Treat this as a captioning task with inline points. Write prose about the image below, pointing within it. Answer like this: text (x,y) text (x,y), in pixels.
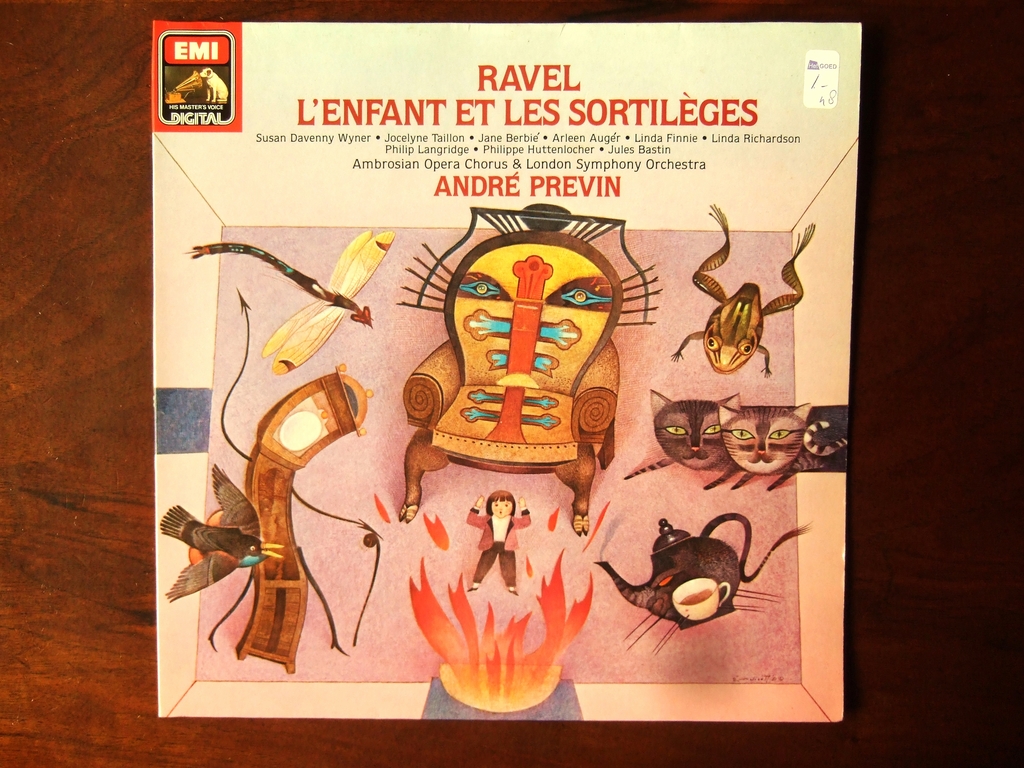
In this picture there is a poster (772,490) which is placed on the table (920,424). In that poster (765,341) I can see some animals (763,408) like a bird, fly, frog (679,353) and cats (823,457). In the center of the poster (542,436) there is a chair (550,429). At the bottom of the poster (586,537) I can see the person (485,547) who is a standing above the fire (518,670). In the bottom right (695,616) corner of the poster (762,549) I can see the tea cup (717,588) and jar (688,542).
